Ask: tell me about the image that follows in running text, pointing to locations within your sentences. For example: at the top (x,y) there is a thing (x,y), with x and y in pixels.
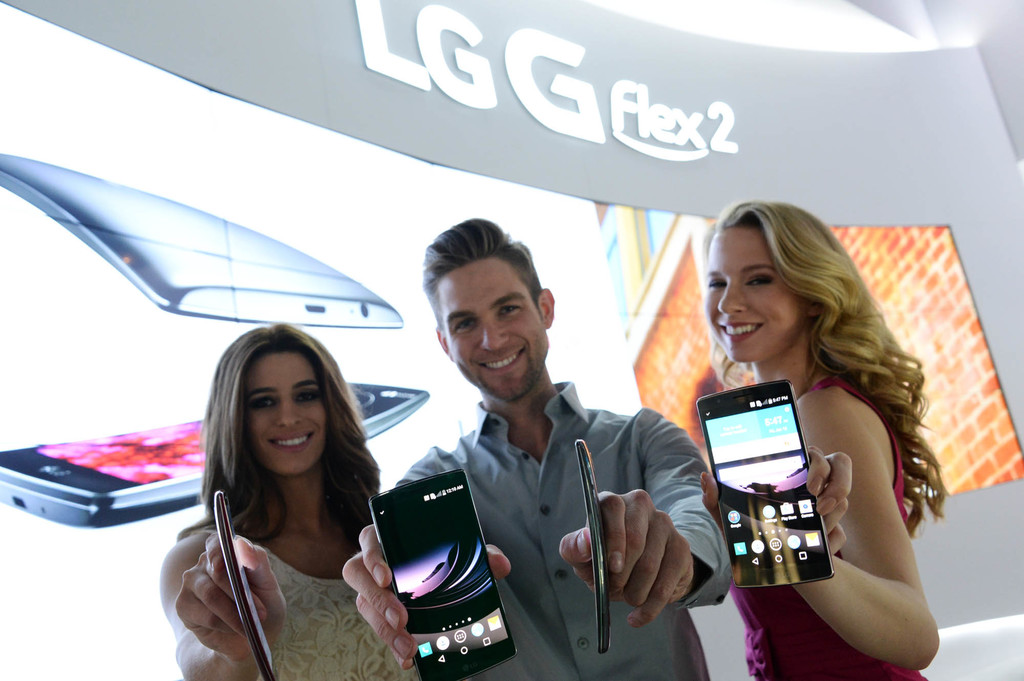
In the picture there are three people (857,498) who are promoting the mobile (395,516) of LG company, in the background (491,212) there is a logo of LG and some video of the mobile phone (40,486).
